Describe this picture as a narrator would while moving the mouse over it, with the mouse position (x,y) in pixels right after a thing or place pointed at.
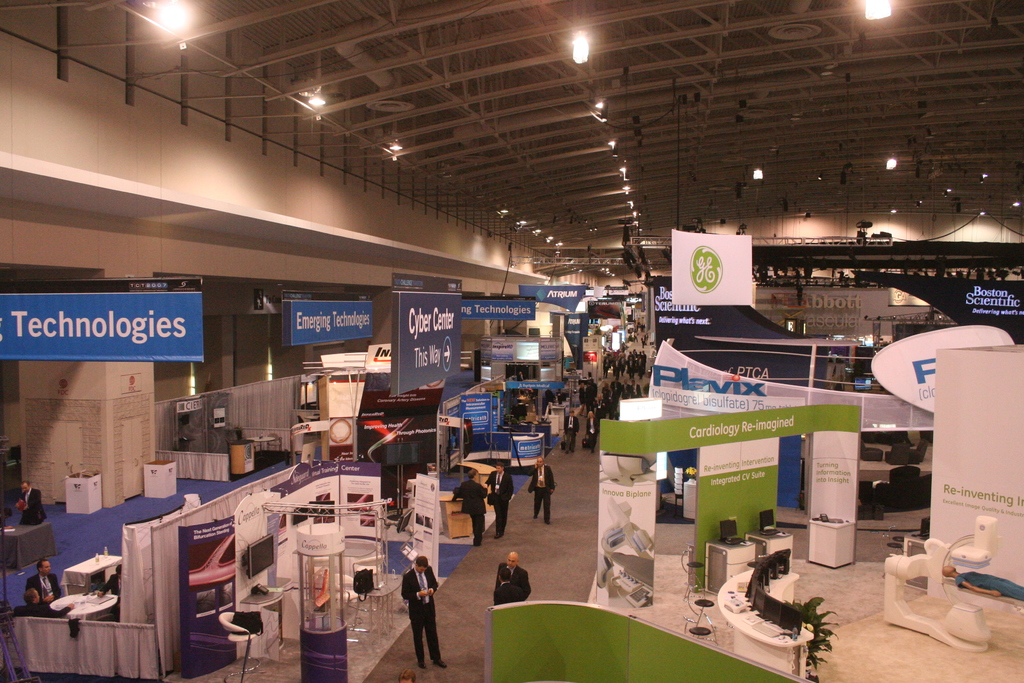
In this picture we can see some people (503,492) are standing and some people (546,505) are walking, on the right side (723,406) and left side (336,411) there are hoardings (979,414), boards (834,435) and tables (261,437), there is some text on these boards (628,596) and hoardings (626,531), on the right side (911,562) we can see a body scanning machine (971,610), monitors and a plant (821,630), we can also see monitors (257,552) and chairs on the left side (242,560), there are some lights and metal rods (697,33) at the top of the picture (499,70).
